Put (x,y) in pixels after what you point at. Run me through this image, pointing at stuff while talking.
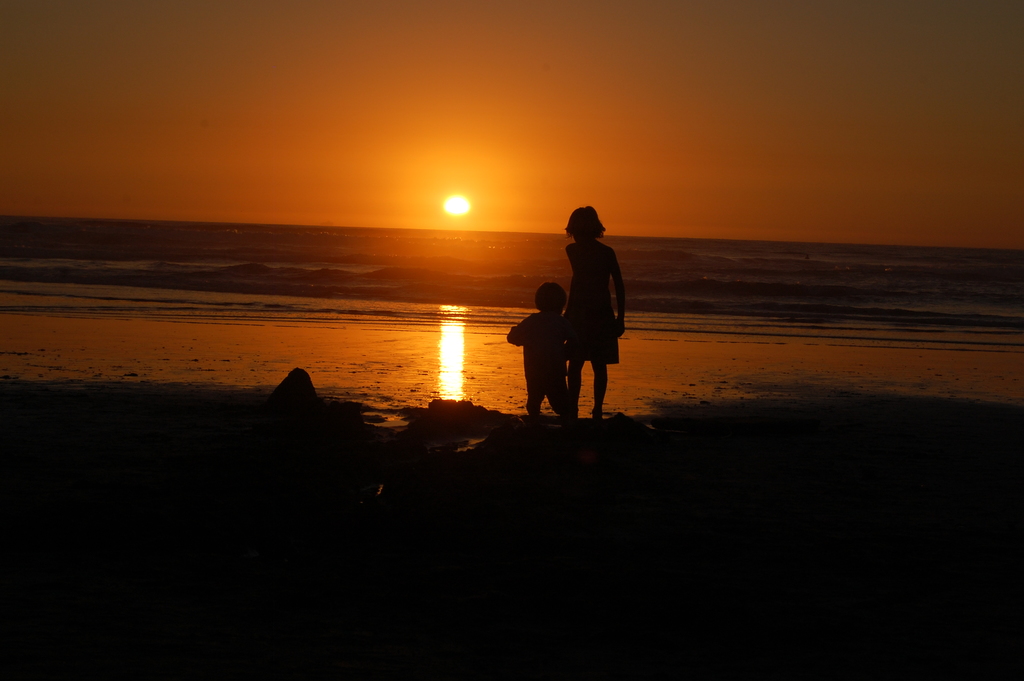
In the foreground of the picture (556,389) we can see a girl (575,319), kid (548,364) and mud (288,397). In the middle (502,315) it looks like there is a water body (344,313). In the background (428,196) we can see sun (463,206) shining in the sky (414,157).
